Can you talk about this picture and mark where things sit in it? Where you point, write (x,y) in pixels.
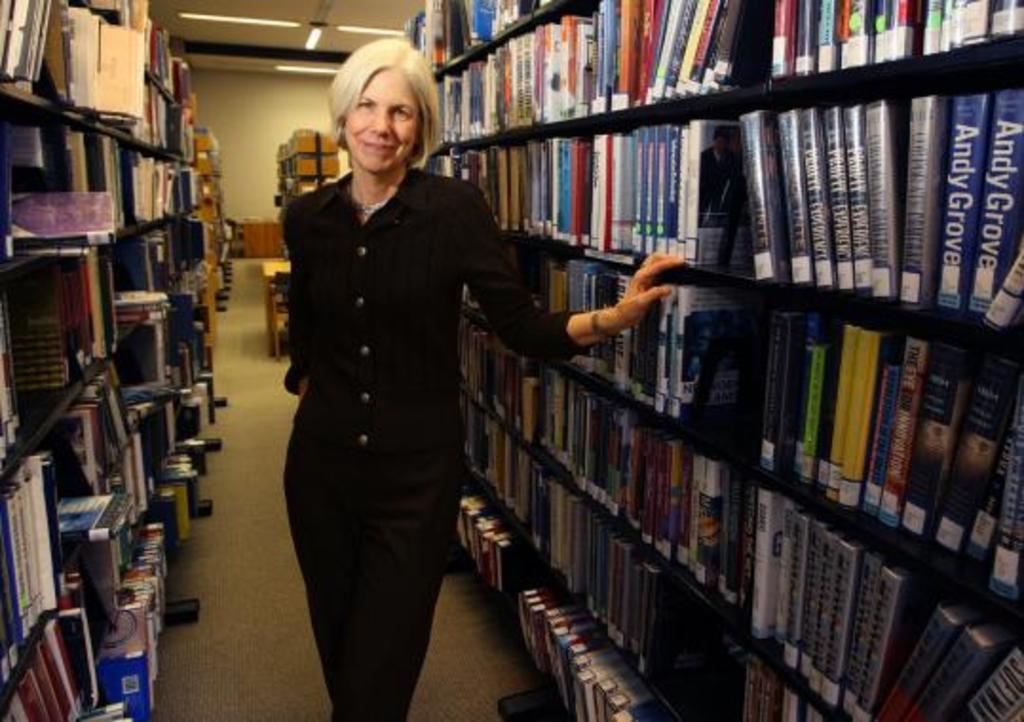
In this image there is a woman (376,132) standing with a smile (370,139) on her face (374,155), besides the woman (288,246) there are books (128,374) on the shelves (537,138).
